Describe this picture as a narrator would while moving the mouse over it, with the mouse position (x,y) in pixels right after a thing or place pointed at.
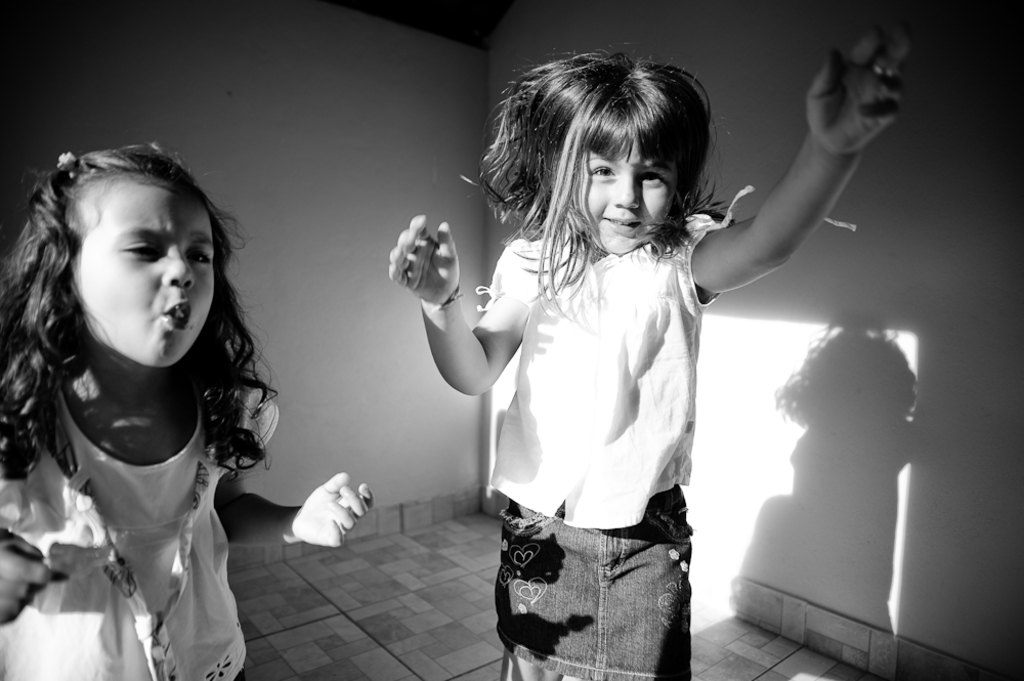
In this black and white picture there are two girls (501,318) standing. Behind them there is a wall (681,54). To the right (837,464) there is the shadow (814,454) on the wall (812,488).
